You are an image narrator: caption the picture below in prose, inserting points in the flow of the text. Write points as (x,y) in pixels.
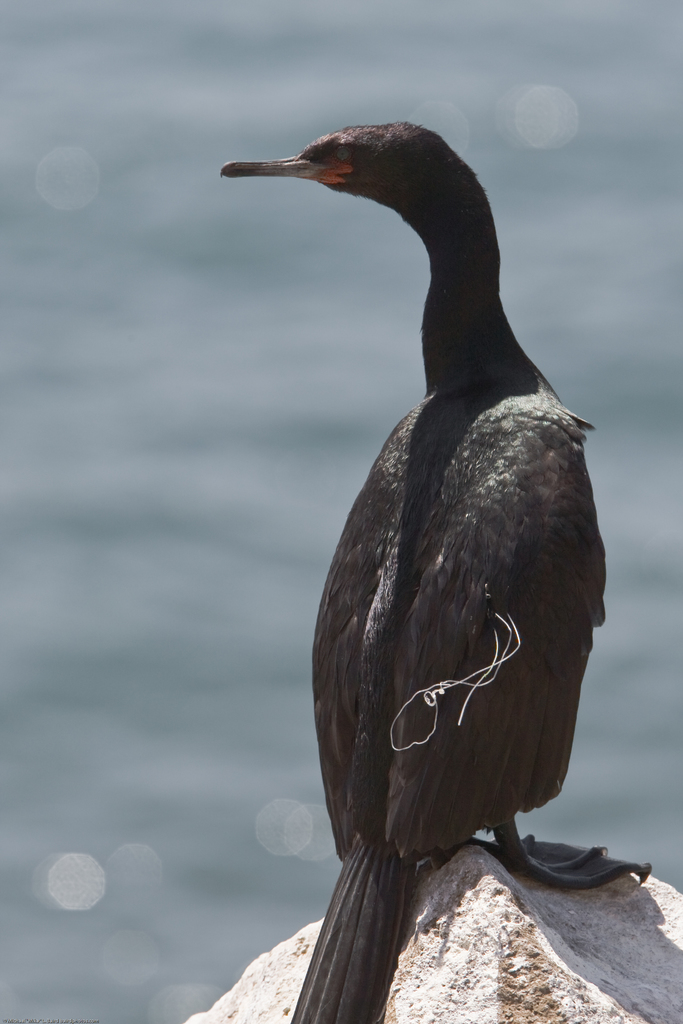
In this image, we can see a bird (490,549) on the rock (426,982). We can also see the blurred background (298,25).
